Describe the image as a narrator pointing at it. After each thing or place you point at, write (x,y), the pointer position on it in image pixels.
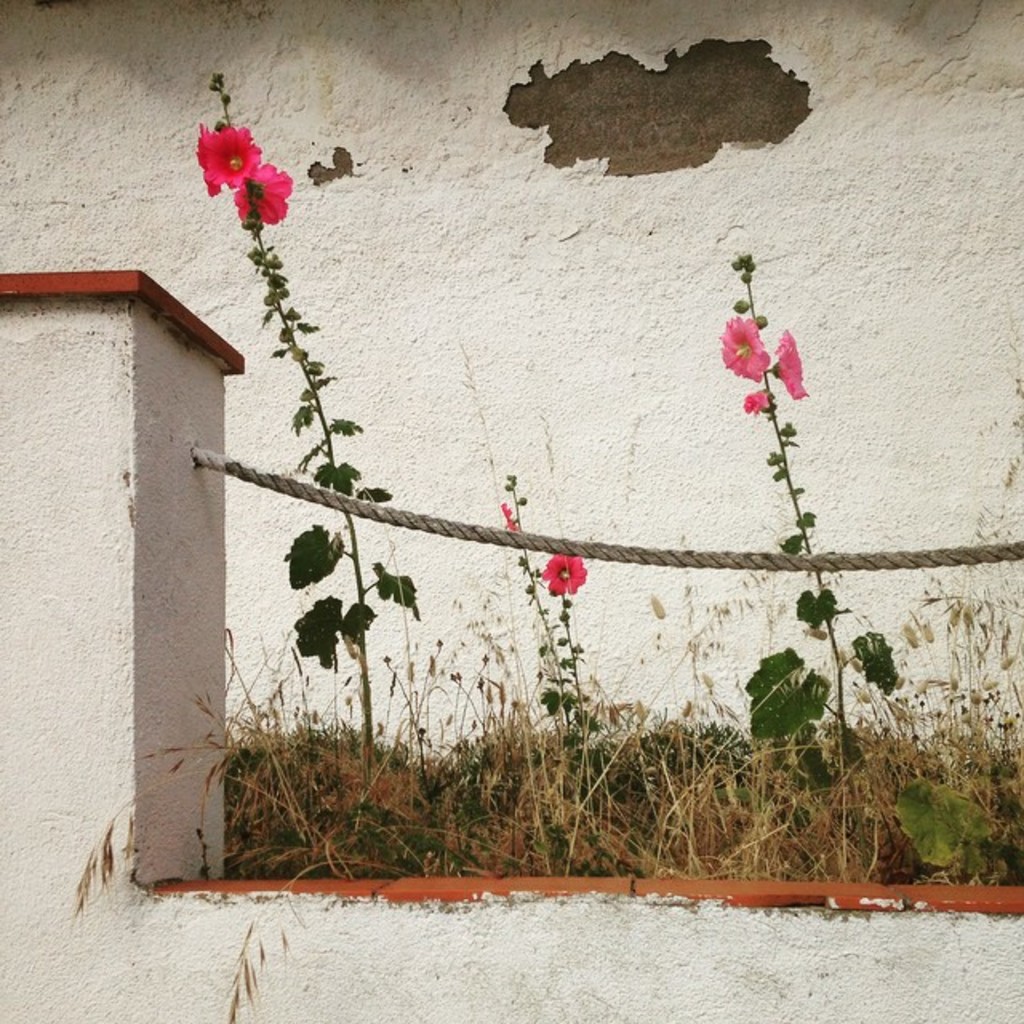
In this image I can see few red and pink color flowers (212,180) and plants (775,426). I can see a white wall (270,531), pillar (189,496), rope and dry grass (789,824).
